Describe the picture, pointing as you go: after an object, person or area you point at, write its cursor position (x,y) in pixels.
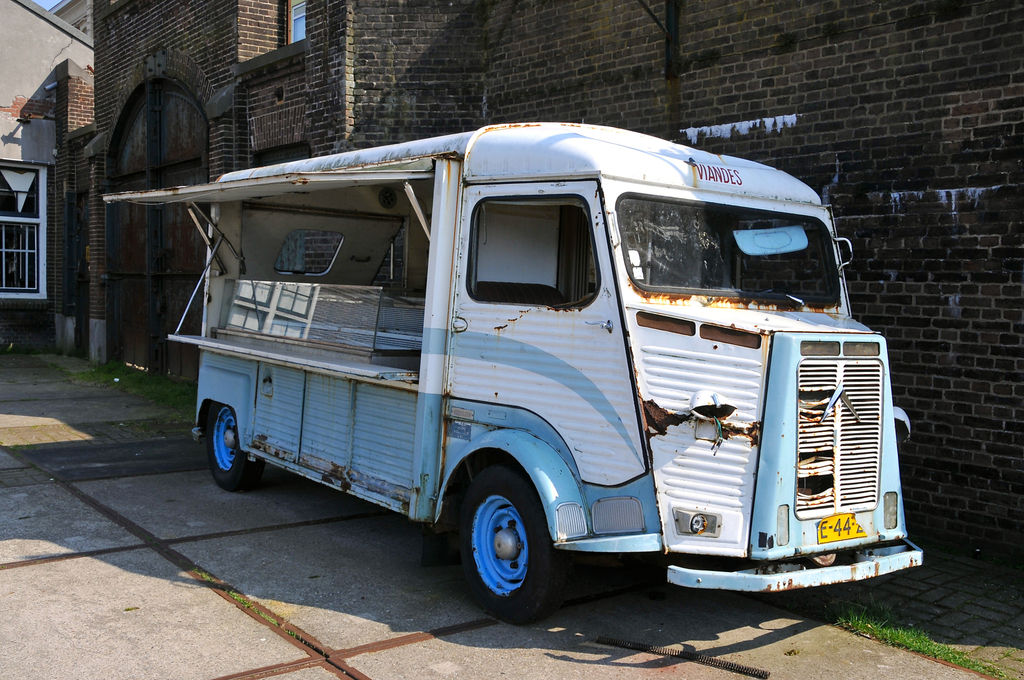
In this picture there is an old food van (688,168) in the center of the image (519,443) and there is a building (478,90) in the background area of the image (587,84), there is a window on the left side of the image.
